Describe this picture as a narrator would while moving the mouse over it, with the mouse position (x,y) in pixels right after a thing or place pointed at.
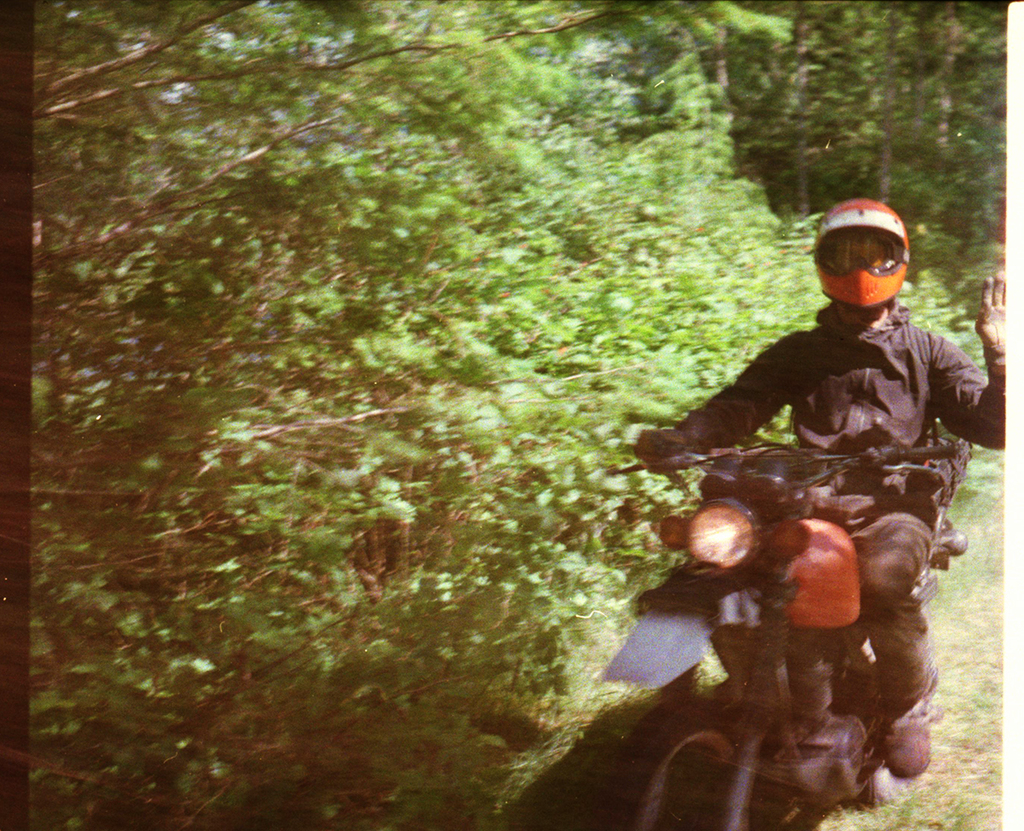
In the image we can see a person (905,419) wearing clothes (882,371), helmet (860,301), gloves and shoes (905,721), and the person (918,545) is riding on the bike (808,656). This is a bike (784,660), headlight (719,528) of the bike (737,537), grass (956,693) and trees (645,154).
